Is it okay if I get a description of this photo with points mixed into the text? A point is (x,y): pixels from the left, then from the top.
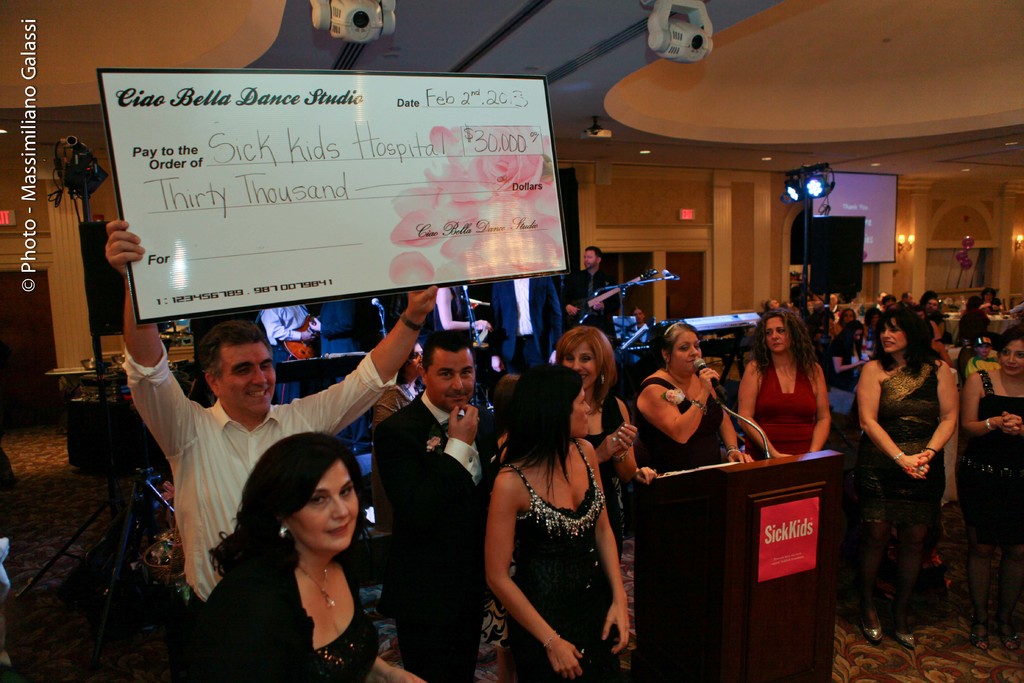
In this image, we can see a group of people (455,632). Few (184,412) are standing and sitting. Here a woman (709,376) is holding a microphone (717,386) and standing behind the podium (796,576). There is a sticker (787,541) on the podium (721,554). On the left side of the image (263,392), a person (257,433) is holding a board (268,292) and smiling. Background (288,343) we can see few people (279,331) are holding musical instruments (721,317). Here we can see screen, poles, some objects (844,268), wall (730,255). Top of the image (501,48), there is a ceiling (549,42), two white color devices (343,29). Left top of the image (32,177), there is a watermark (33,122).
